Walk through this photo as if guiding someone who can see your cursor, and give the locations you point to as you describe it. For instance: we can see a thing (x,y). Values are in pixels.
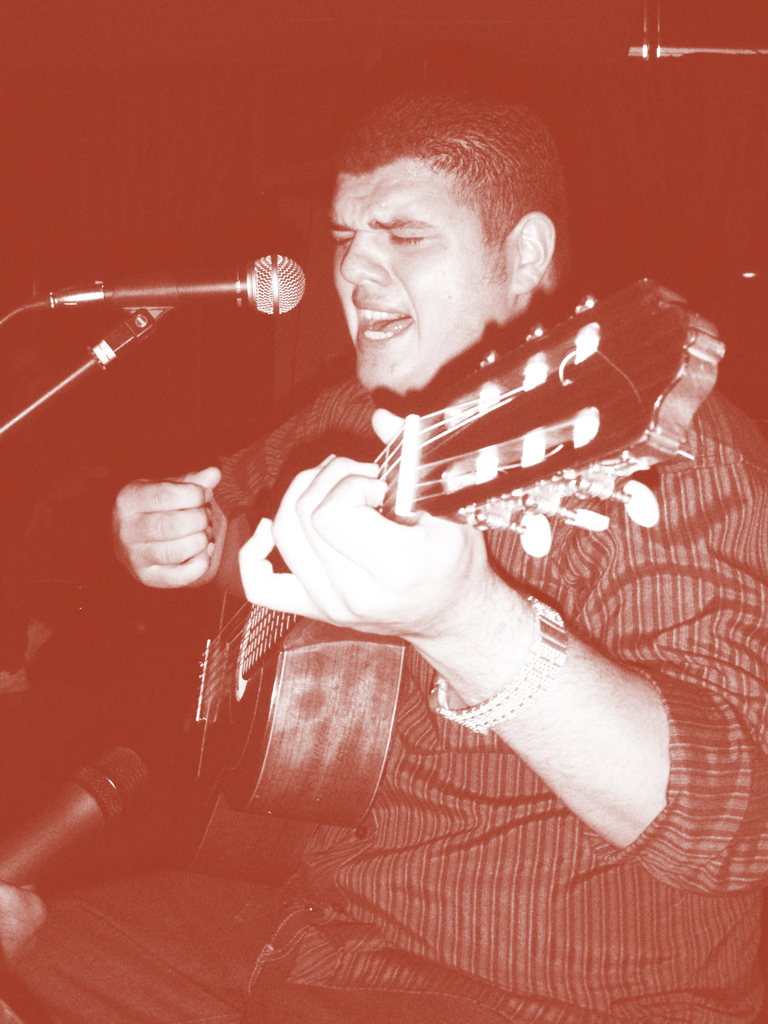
In this image we can see a man (606,561) sitting and playing a guitar (283,696). There are mics (39,827).
